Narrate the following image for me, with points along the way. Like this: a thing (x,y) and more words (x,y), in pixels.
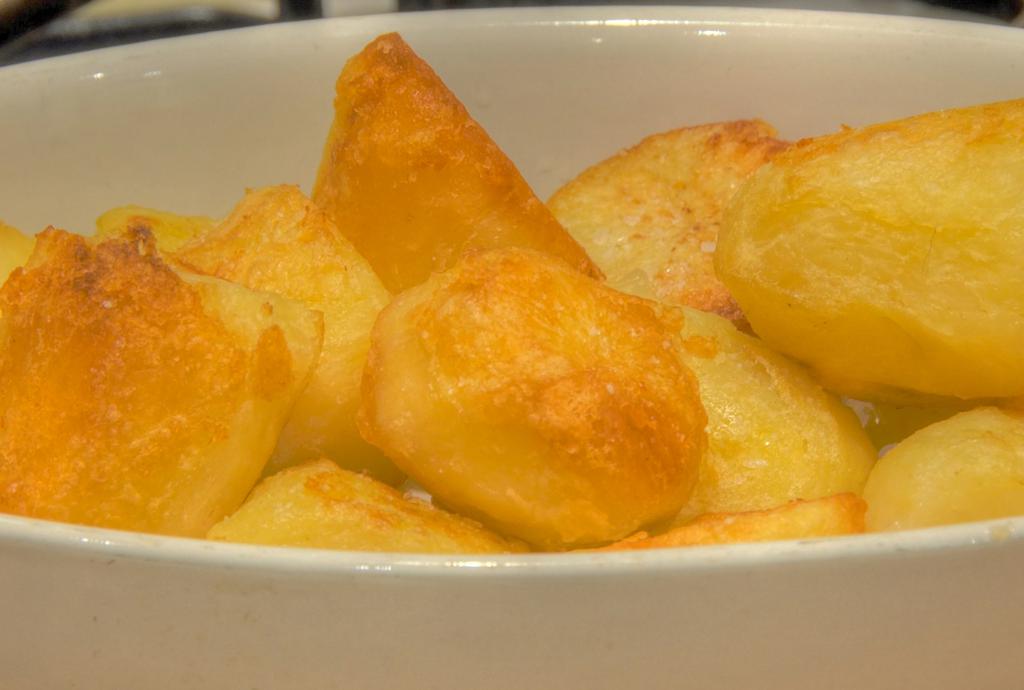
In this picture I can observe some food (336,286) placed in the white color bowl (308,584). The food (72,360) is in yellow color.
